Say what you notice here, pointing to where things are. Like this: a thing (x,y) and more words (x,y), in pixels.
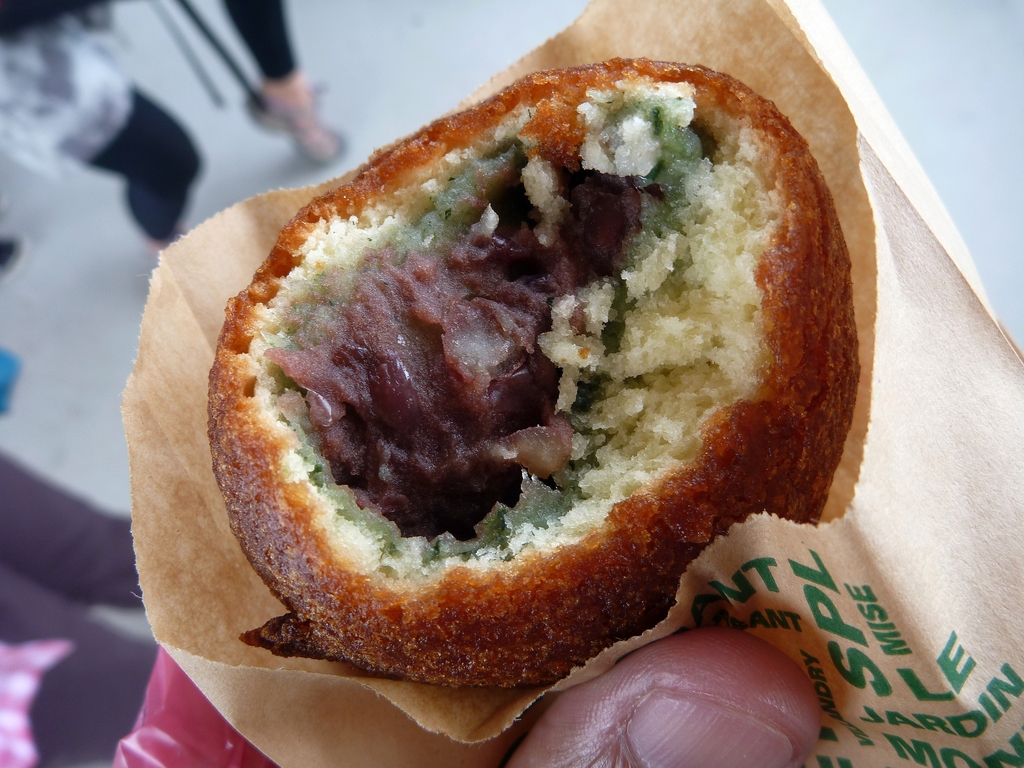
In this image we can see there is a person's thumb (726,701) holding a cover (910,205), in that there is some food item (462,344). And at the back (171,200) there are persons (79,584) on the floor (388,90). And it looks like a blur.
